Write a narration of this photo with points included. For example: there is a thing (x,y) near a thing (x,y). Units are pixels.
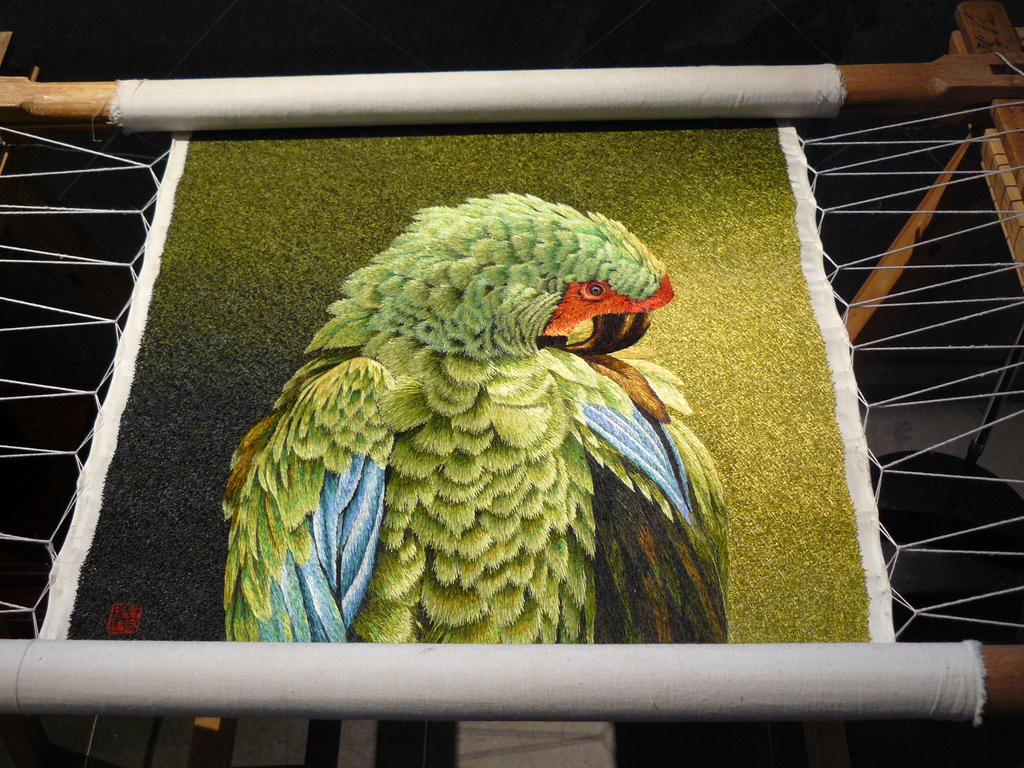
In this image I can see the photo (336,237). On the photo (382,285) I can see the bird (433,316) which is in green, blue, red and brown color. It is attached to the ropes (60,174) and the wooden sticks (980,97). And there is a black background (406,57).
